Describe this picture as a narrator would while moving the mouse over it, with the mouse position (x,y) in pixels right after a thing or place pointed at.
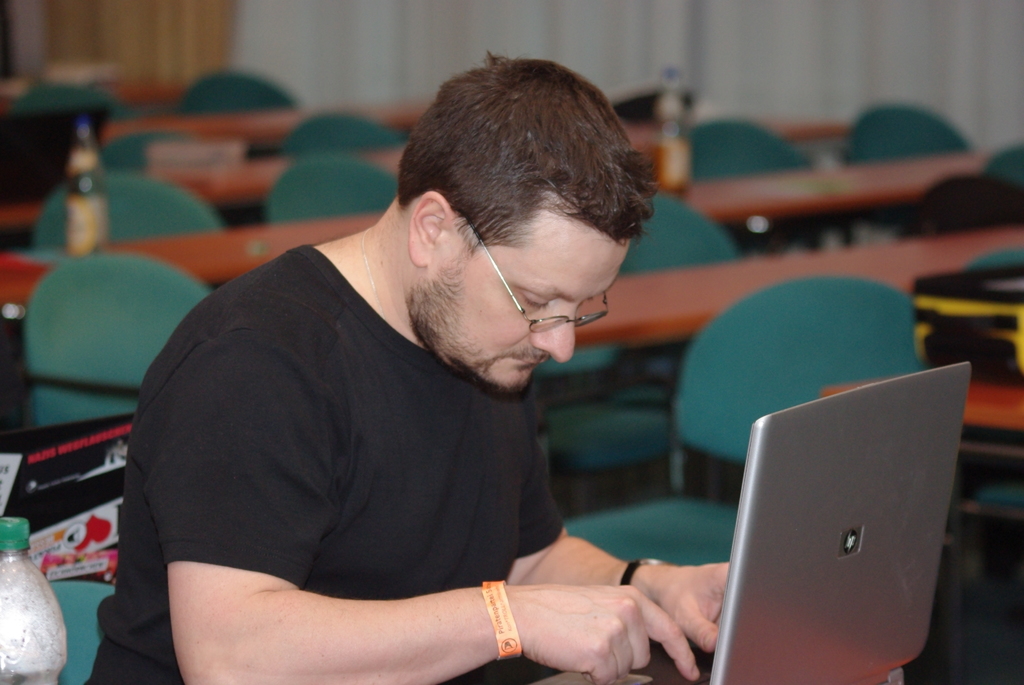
In this image, In the middle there is a man (509,652) sitting and he is using a laptop (730,650) which is in ash color, In the background (918,247) there are some brown color tables (876,272) and there are some chairs (843,309) which are in green color.
